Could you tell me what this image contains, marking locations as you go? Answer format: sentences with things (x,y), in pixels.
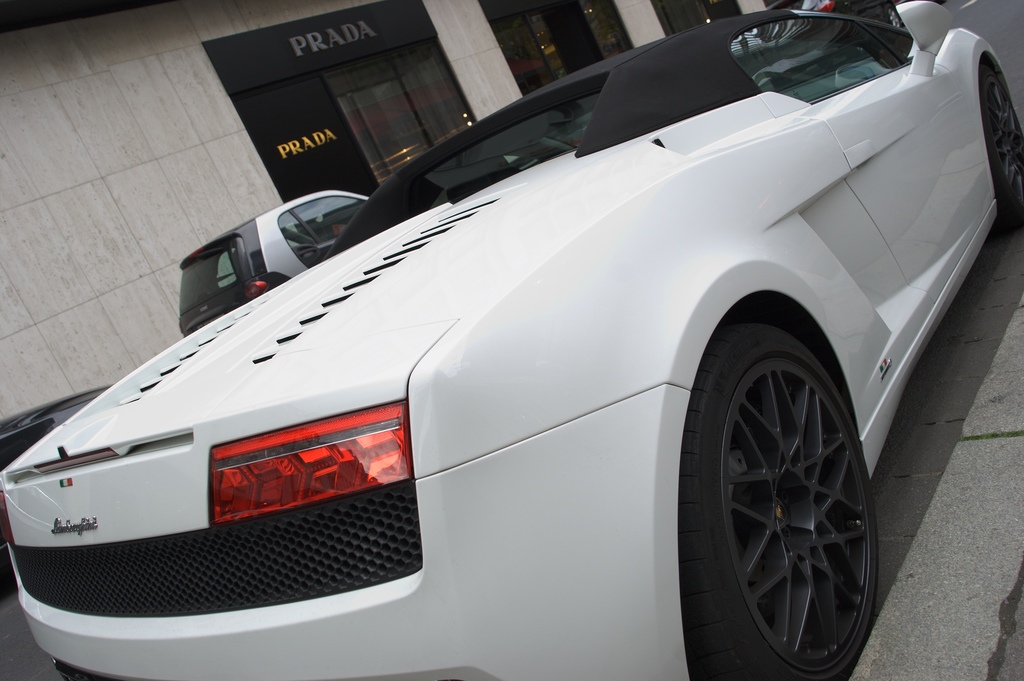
This image is taken outdoors. In the background (347,113) there is a building (331,114) with walls (90,160), doors (339,97) and pillars (471,69). There are two boards (317,92) with text (323,143) on them. At the bottom of the image (23,655) there is a road (35,664). In the middle of the image (472,314) a car (320,335) is parked on the road (933,479). The car (798,391) is white in color. On the left side of the image (4,431) two cars (250,239) are parked on the road (9,637).
